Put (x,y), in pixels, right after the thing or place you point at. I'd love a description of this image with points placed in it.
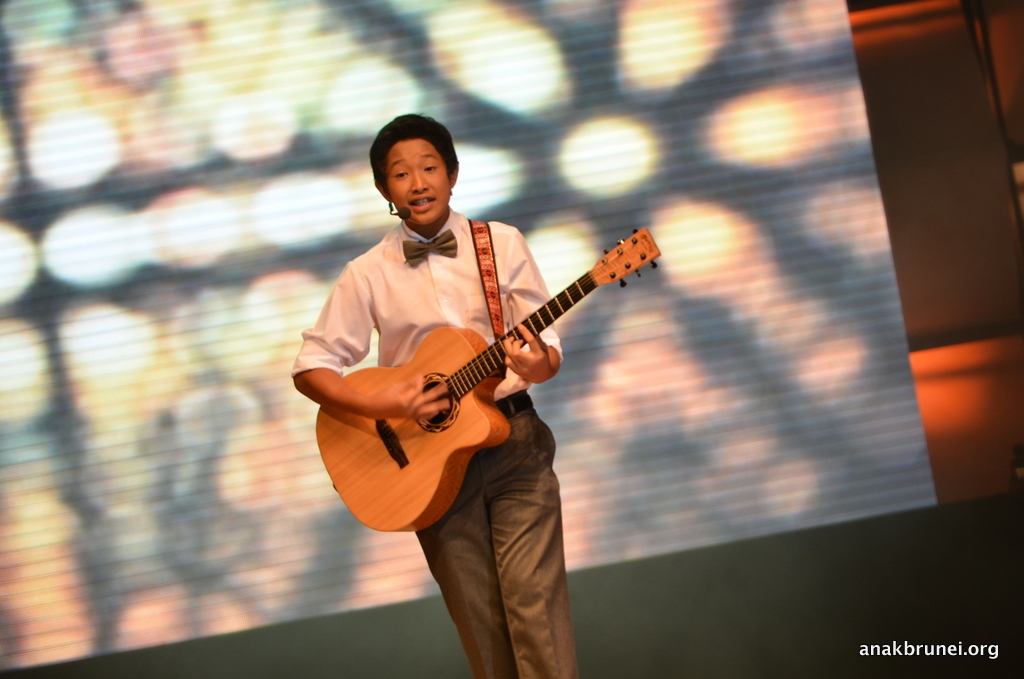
In this image there is a person (425,313) wearing white color dress (400,297) playing guitar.
